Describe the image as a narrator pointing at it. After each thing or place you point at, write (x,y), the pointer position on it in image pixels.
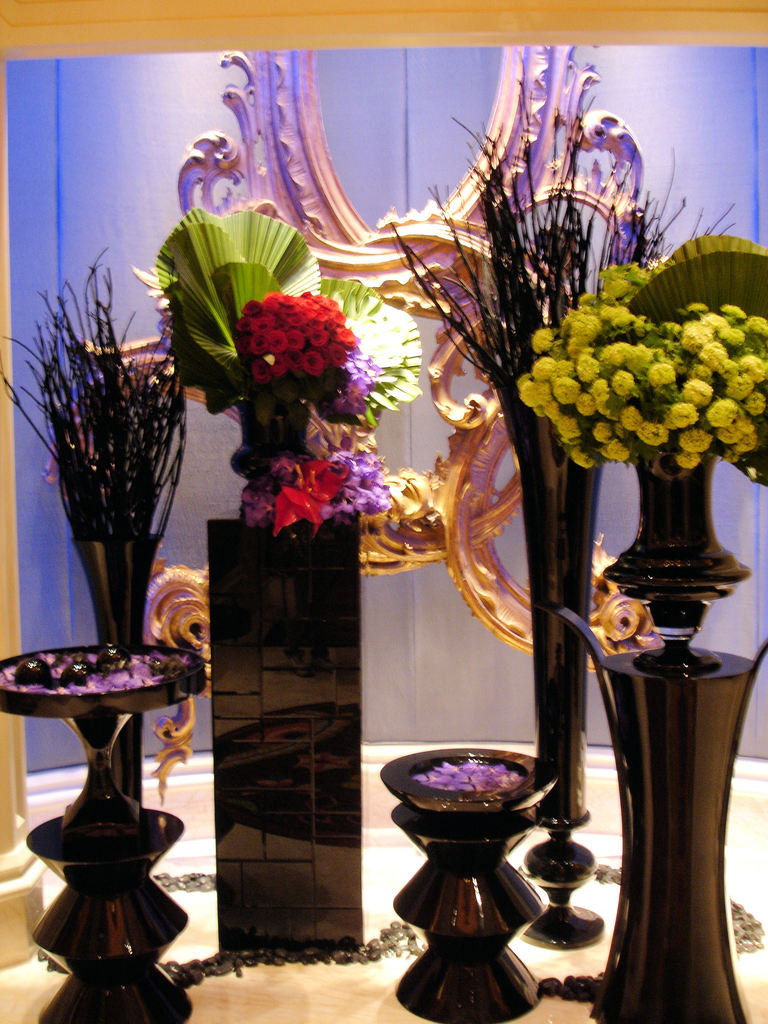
In this picture we can see some flower-vases (538,681) are placed in one place, some flowers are red in color and some are yellow in color.
